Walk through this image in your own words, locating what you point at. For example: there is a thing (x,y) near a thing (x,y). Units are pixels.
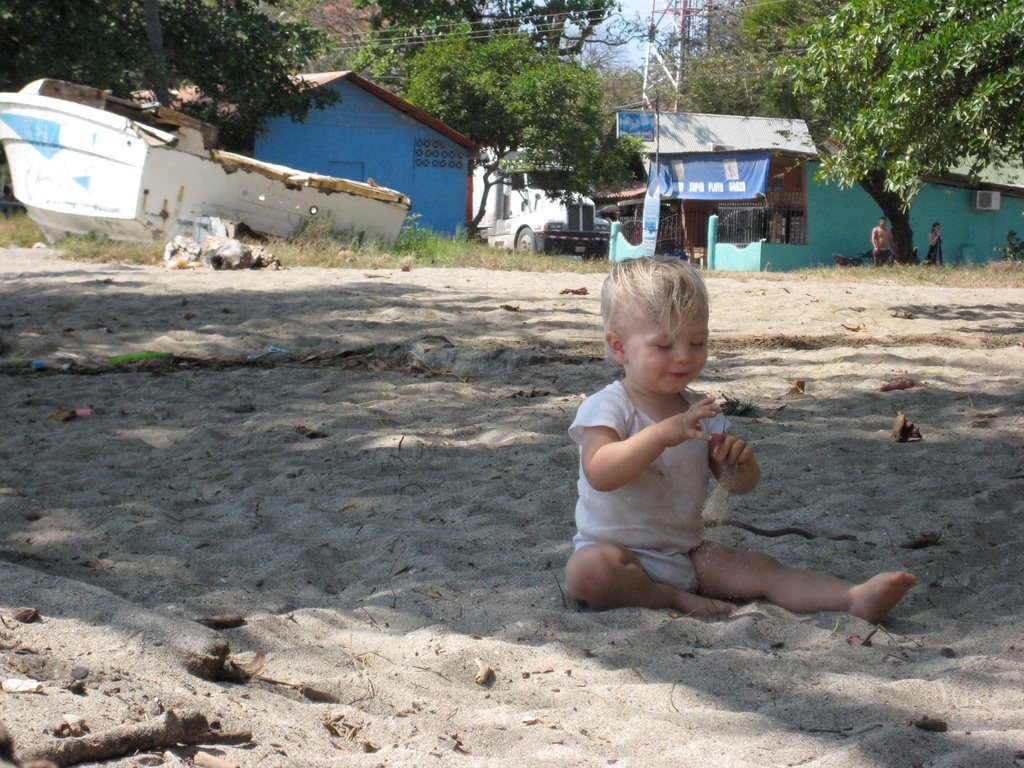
In this image I can see a child (624,483) is sitting on the sand (852,311). In the background (402,226) I can see a vehicle (511,192), a boat (267,202), houses (386,149), trees (595,160), the sky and people (881,248). Here I can see the grass (417,264).
